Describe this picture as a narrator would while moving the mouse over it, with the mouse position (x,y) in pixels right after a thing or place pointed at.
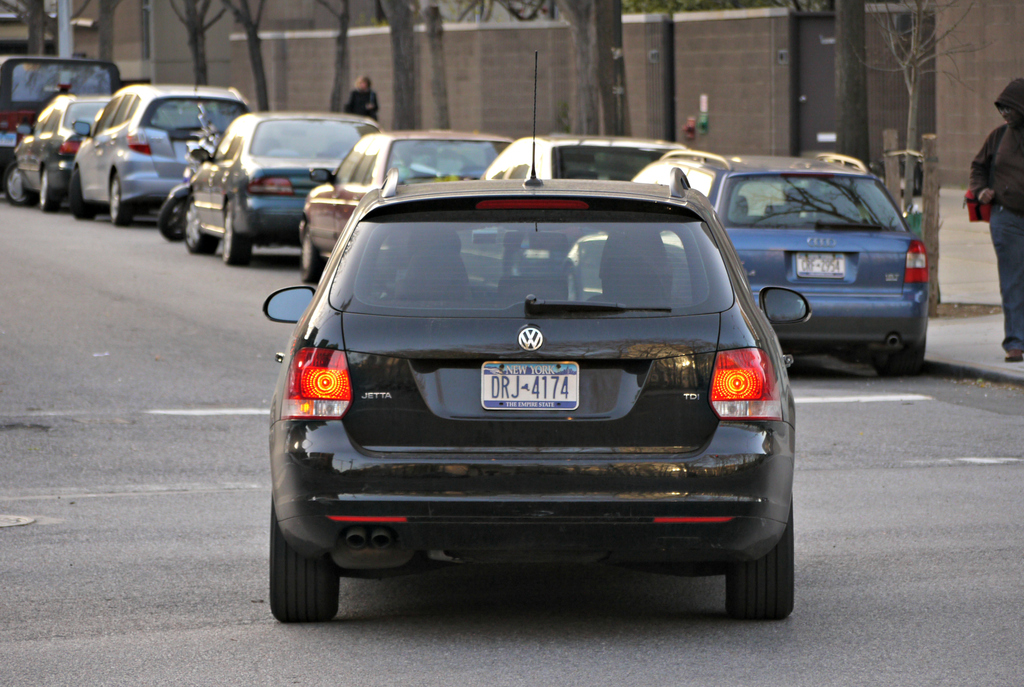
In this image there are vehicles (437,204) and there are persons (977,175), trees (581,85) and there is a wall (283,46).
